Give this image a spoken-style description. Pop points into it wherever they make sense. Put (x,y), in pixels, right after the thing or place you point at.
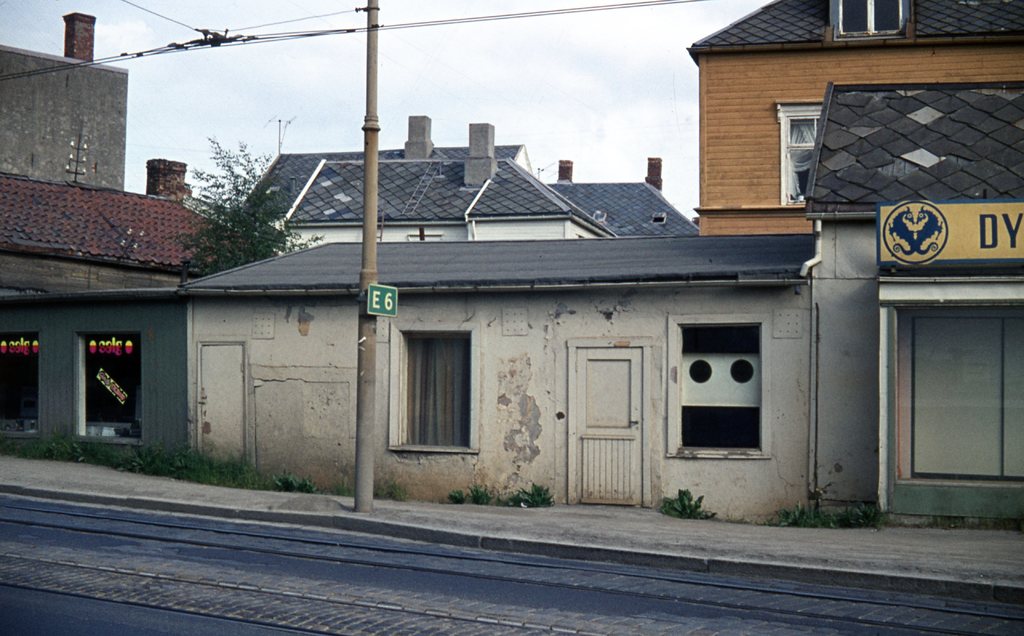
At the bottom (369,616) we can see a road (264,624). In the background (324,238) there are buildings (349,441), windows (24,363), curtains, text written on the glass doors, door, tree (259,207), electric pole (363,379), wires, hoarding (915,241) on the right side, some other objects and clouds (350,130) in the sky (105,53).
